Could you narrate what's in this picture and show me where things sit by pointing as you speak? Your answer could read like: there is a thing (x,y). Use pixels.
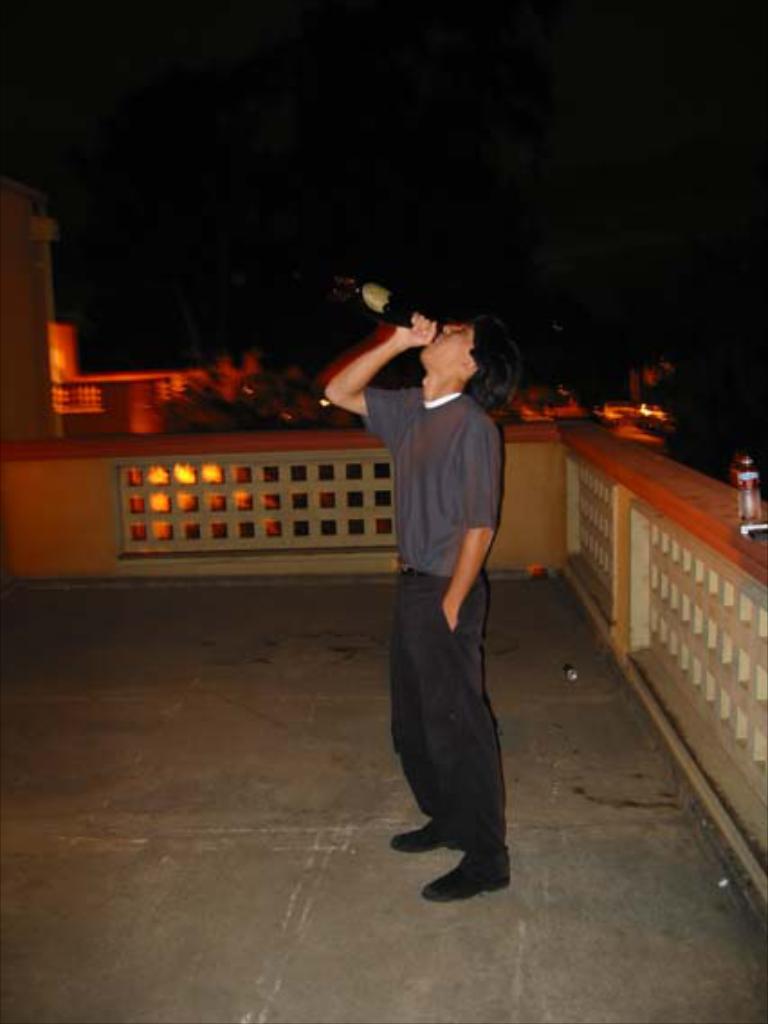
In the middle of this image (431,481) there is a man (426,374) standing facing towards the left side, holding a bottle (379,309) in the hand (422,339) and drinking. On the right side (657,562) there is a railing (726,641). The background (123,223) is dark.
